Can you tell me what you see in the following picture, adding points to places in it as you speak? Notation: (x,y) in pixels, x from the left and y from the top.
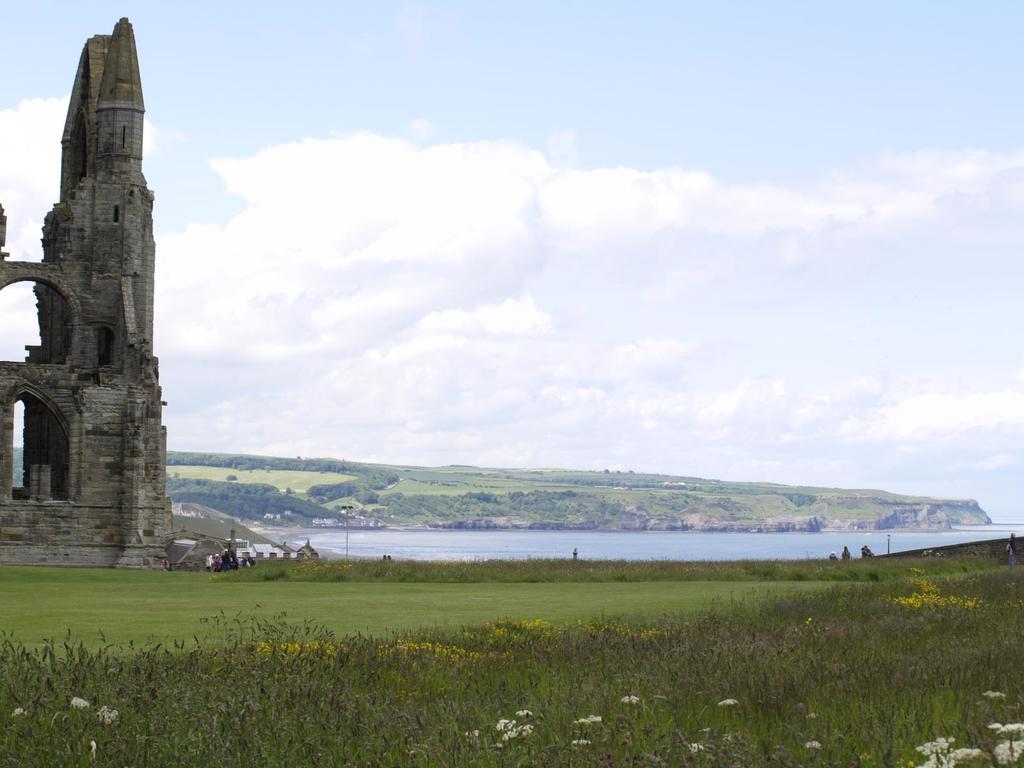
On the ground (282,581) there is grass (483,603) and plants (657,680). On the left side (50,379) there is a building (57,349) with arches (61,322) and brick wall (76,300). In the back (412,509) there is water (668,541) and hill (479,507) with trees (459,502). Also there is sky (557,213) with clouds (614,334).
